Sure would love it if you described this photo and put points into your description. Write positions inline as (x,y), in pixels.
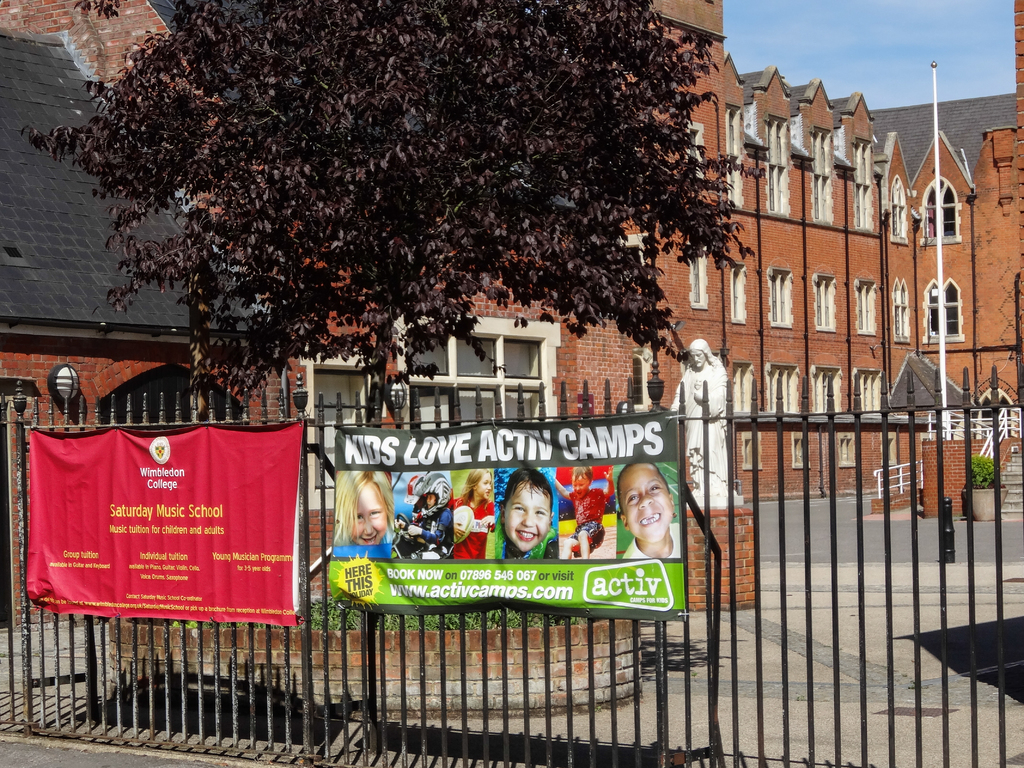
In this image there is a railing (944,681). There are banners (449,510) with pictures (446,524) and text (142,527) on the railing (998,532). Behind the railing (707,534) there is a tree (398,349). Behind the tree (422,353) there is a sculpture (695,386) on a pillar (723,525). In the background (831,218) there is a building (971,254). To the right (941,302) there is a pole (941,302) in front of the building (918,424). Beside the pole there is a flower pot (983,468). In the top right (876,22) there is the sky (884,37).
